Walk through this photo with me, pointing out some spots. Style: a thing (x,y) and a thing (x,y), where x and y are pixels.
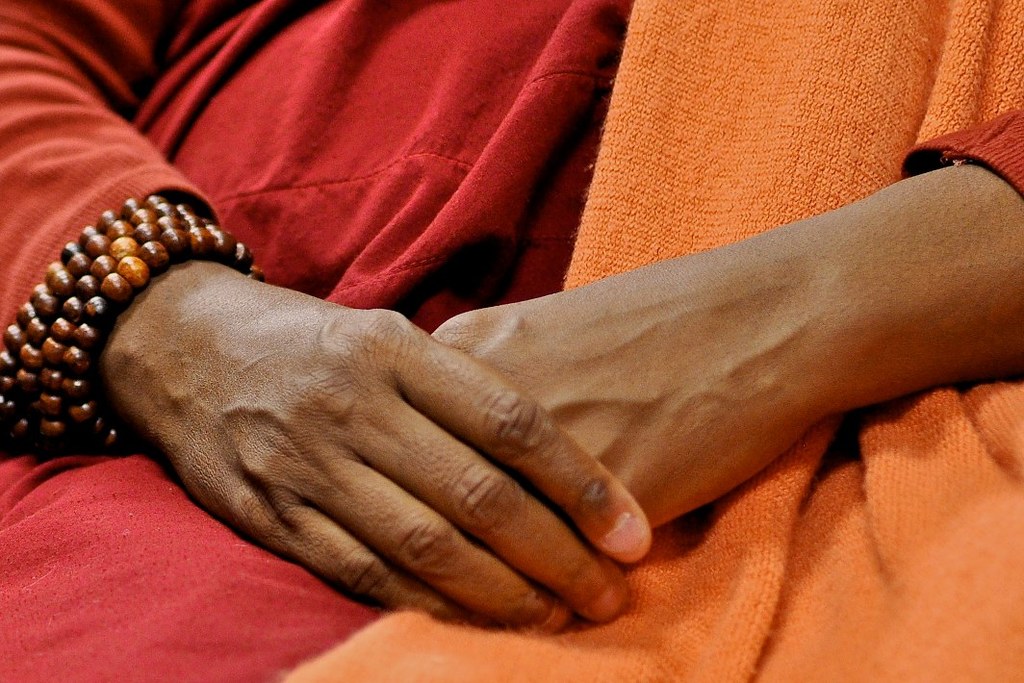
In this image I see the hands (254,317) of a person (643,340) and I see the red and orange cloth (602,242) on the person (459,134) and I see brown color thing (86,296) over here.
